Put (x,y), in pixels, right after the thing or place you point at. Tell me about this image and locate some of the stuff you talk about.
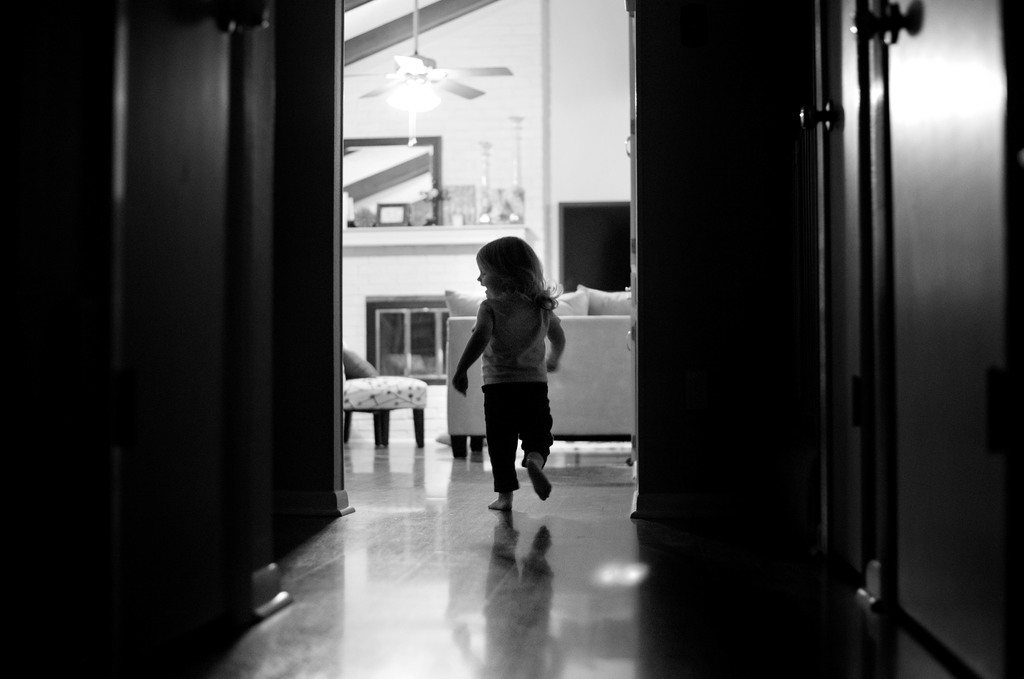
In this picture there is a girl (509,499) walking on the floor (405,539) and we can see sofa (557,386), chair (424,382) and pillows (590,303). In the background of the image (582,108) it is blurry and we can see wall (582,146), window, television (588,209) and objects (421,202) on the platform (443,236). At the top of the image (409,70) we can see a fan (433,69). On the right side of the image (948,67) we can see doors (853,235).
